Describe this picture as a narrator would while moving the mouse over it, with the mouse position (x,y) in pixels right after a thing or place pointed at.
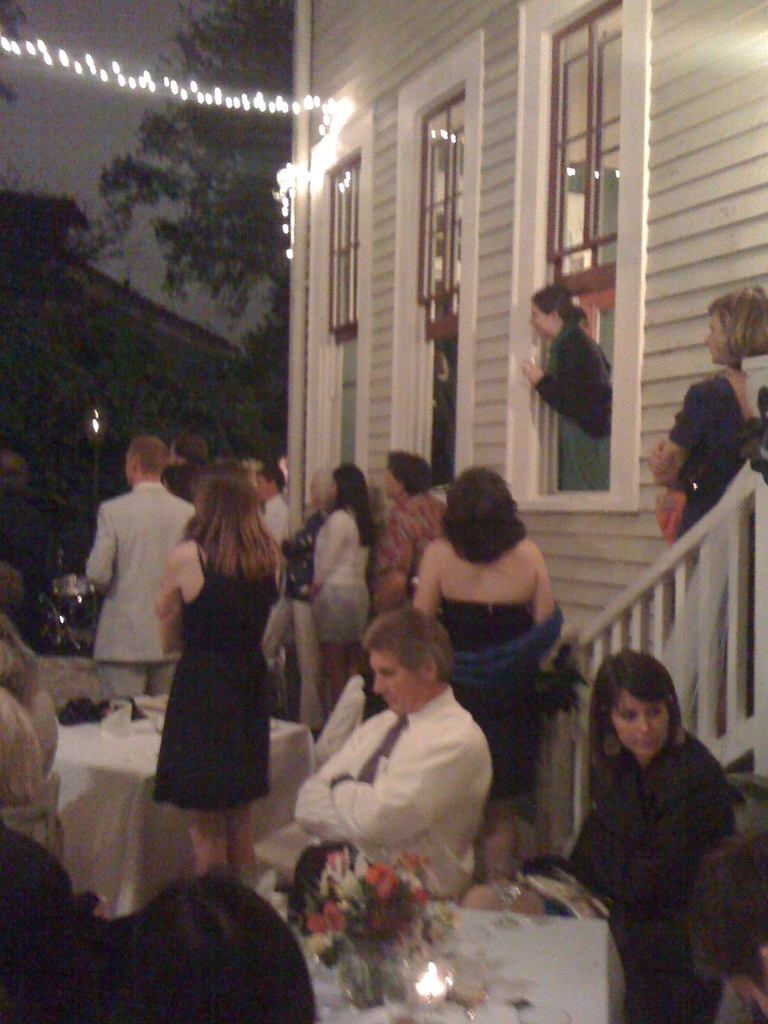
In this picture we can see lights (310,97), sky (110,100), trees (187,132), people (741,375), windows (561,199), wall (662,105). On the right side (665,912) we can see people (720,910) sitting, glasses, tables (582,928), flower bouquets (373,936) and candle (422,979).
